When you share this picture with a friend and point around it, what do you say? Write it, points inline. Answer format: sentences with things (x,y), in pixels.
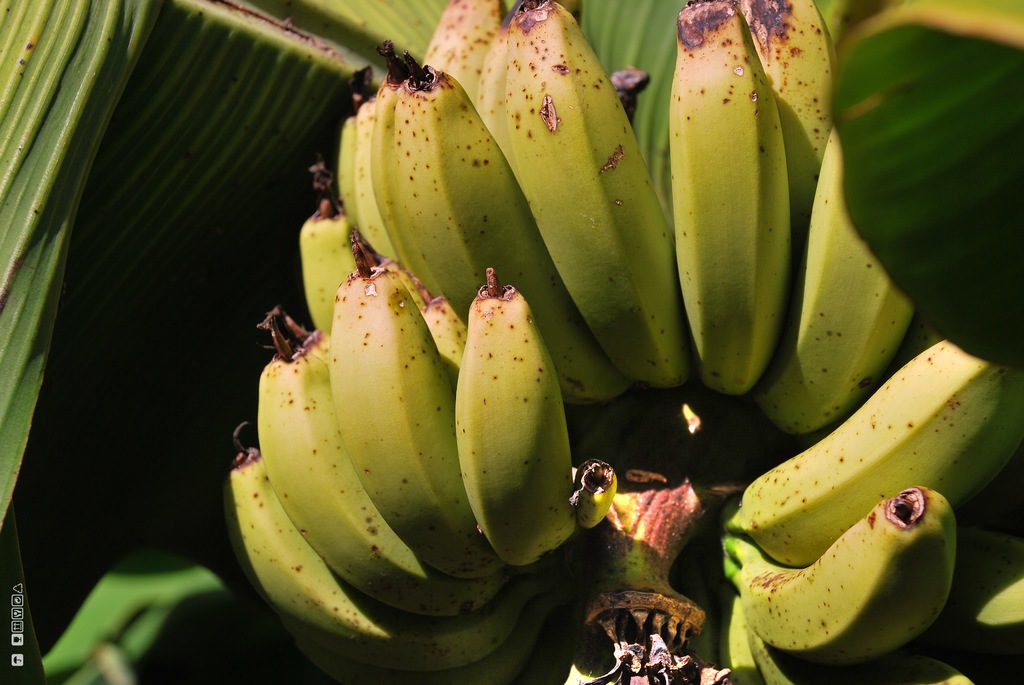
As we can see in the image there are leaves (1014,134) and bananas (558,340).
